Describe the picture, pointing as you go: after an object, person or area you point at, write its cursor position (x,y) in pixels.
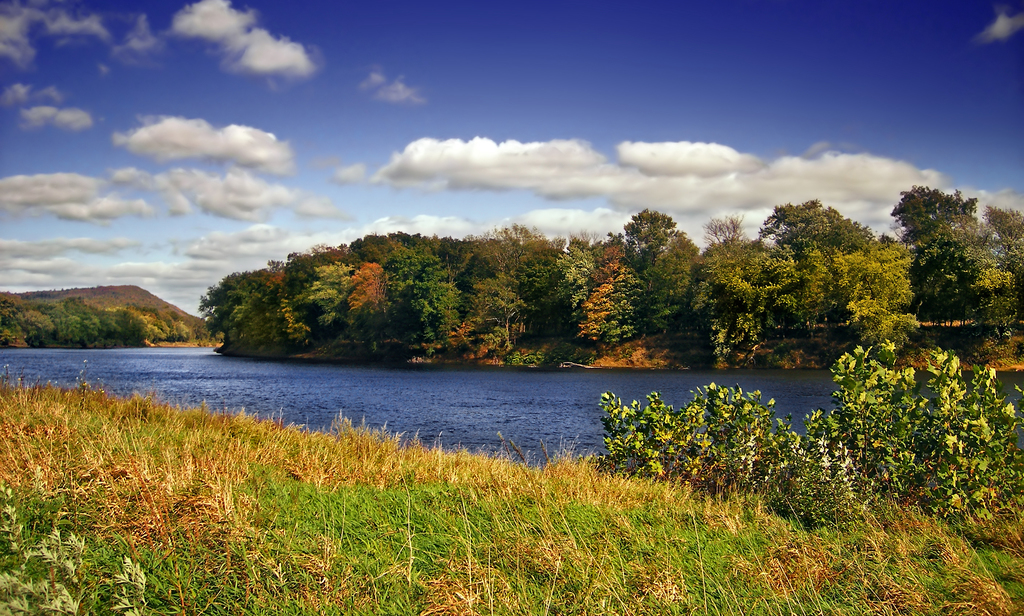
In the picture there is water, there is grass (529,580), there are trees (617,270) and plants (14,506), there is a hill (98,301), there is a cloudy sky (568,18).
